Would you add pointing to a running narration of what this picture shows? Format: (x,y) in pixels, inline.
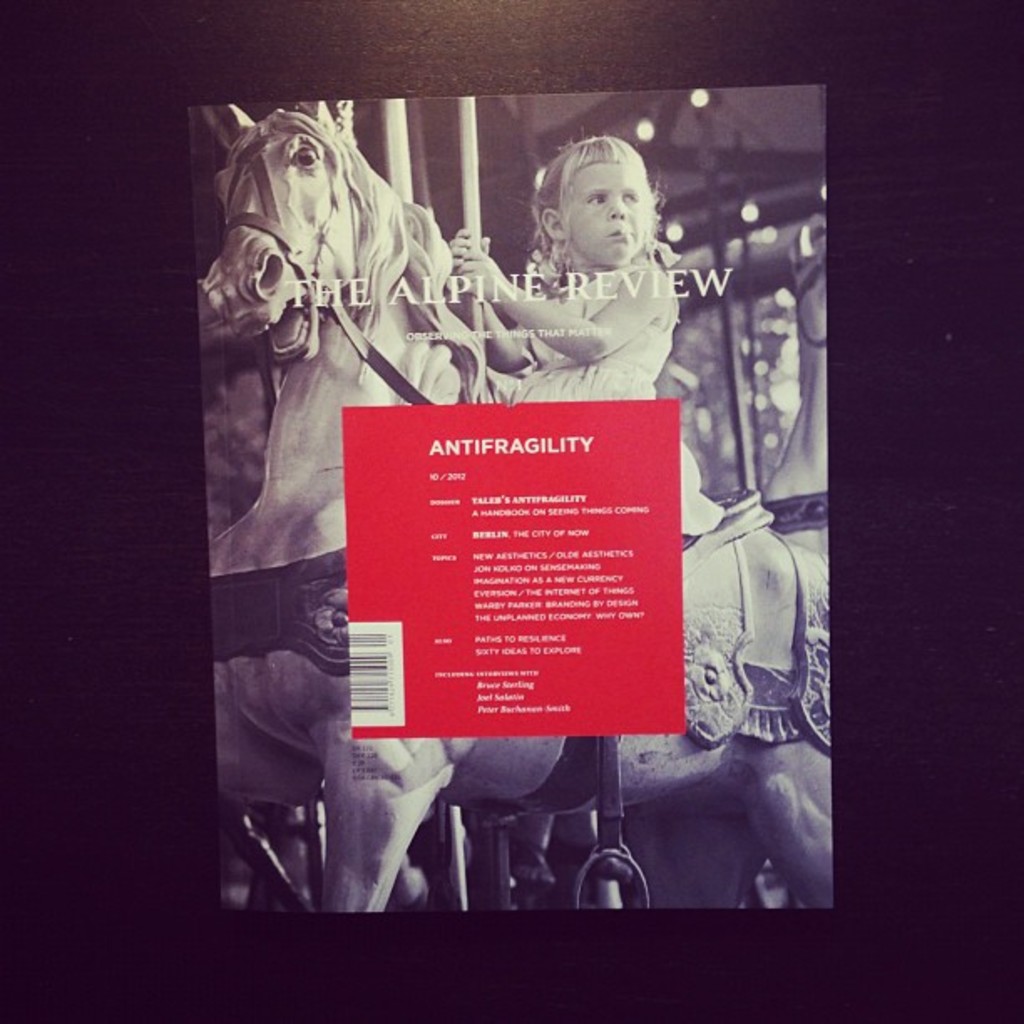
In this picture we can see a poster (265,774) on a surface (929,124) and on this poster (675,171) we can see a girl (594,194) sitting on a horse (509,739), pole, lights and some text (533,573).
